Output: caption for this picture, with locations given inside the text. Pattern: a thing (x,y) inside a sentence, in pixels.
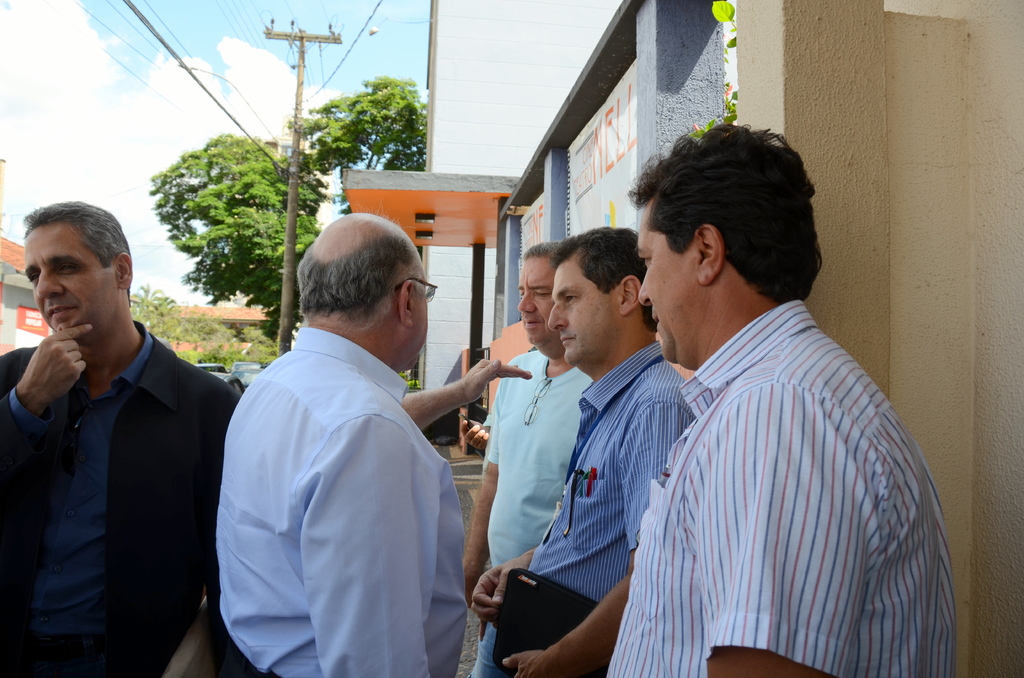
In this image we can see a group of people (323,332). There are many trees (229,241) in the image. We can see advertising boards (593,184) at the right side of the image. There is an advertising board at the left side of the image (22,327). We can see the clouds (140,109) in the sky (124,90). There are many cables (166,49) connected to a pole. There are few buildings (4,330) in the image.
